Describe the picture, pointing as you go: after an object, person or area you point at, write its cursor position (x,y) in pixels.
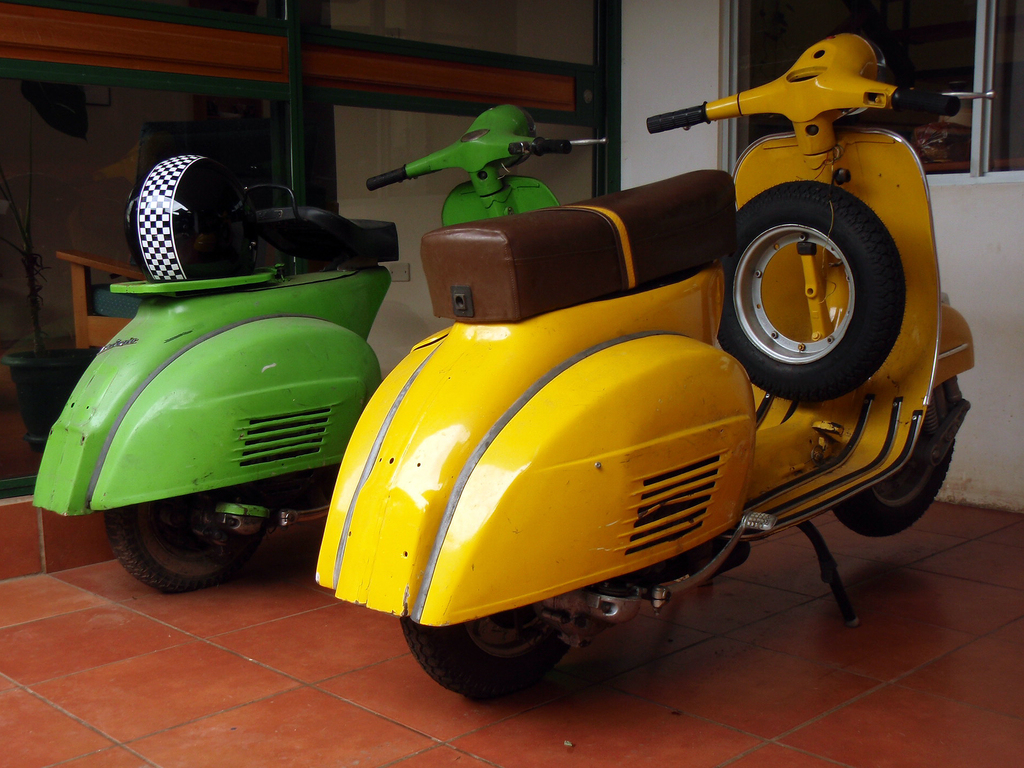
In this picture we can see scooters (474,501) on the floor (909,659), helmet (178,269), wall (985,207), window (751,44), glass (926,130) and in the background (172,128) we can see some objects (177,141).
